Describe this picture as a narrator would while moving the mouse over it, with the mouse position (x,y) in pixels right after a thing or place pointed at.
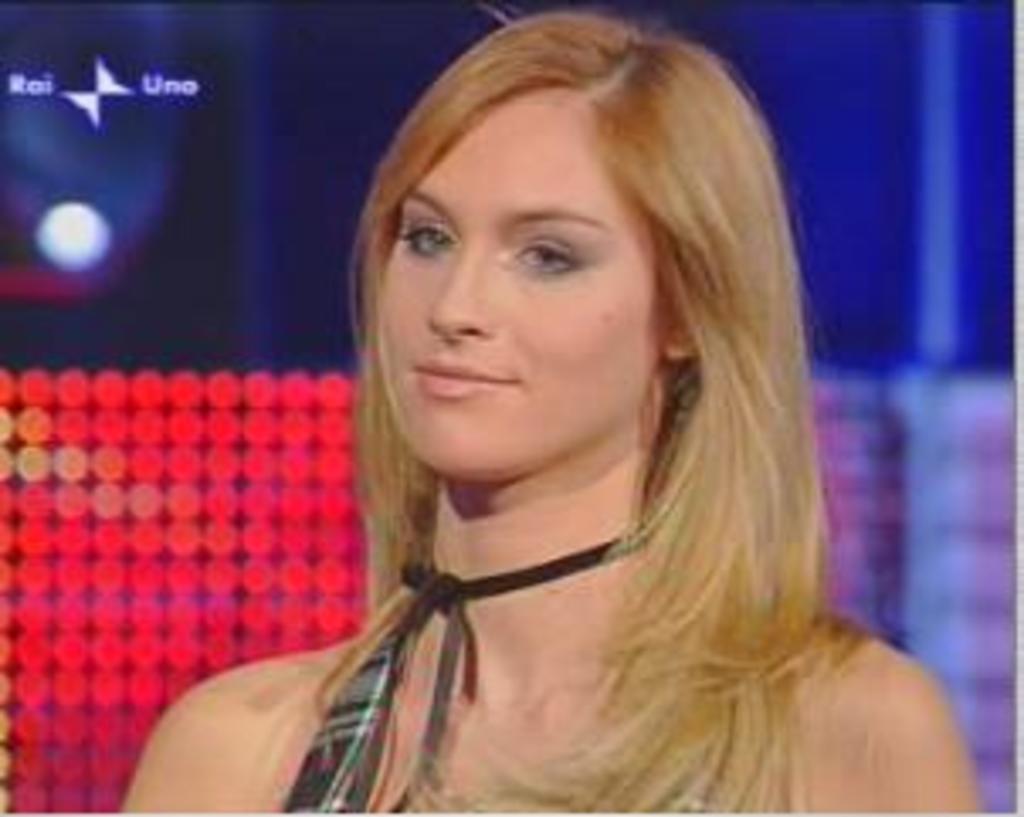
In this image, we can see a lady (603,406) and in the background (184,398), there are lights (234,389).
